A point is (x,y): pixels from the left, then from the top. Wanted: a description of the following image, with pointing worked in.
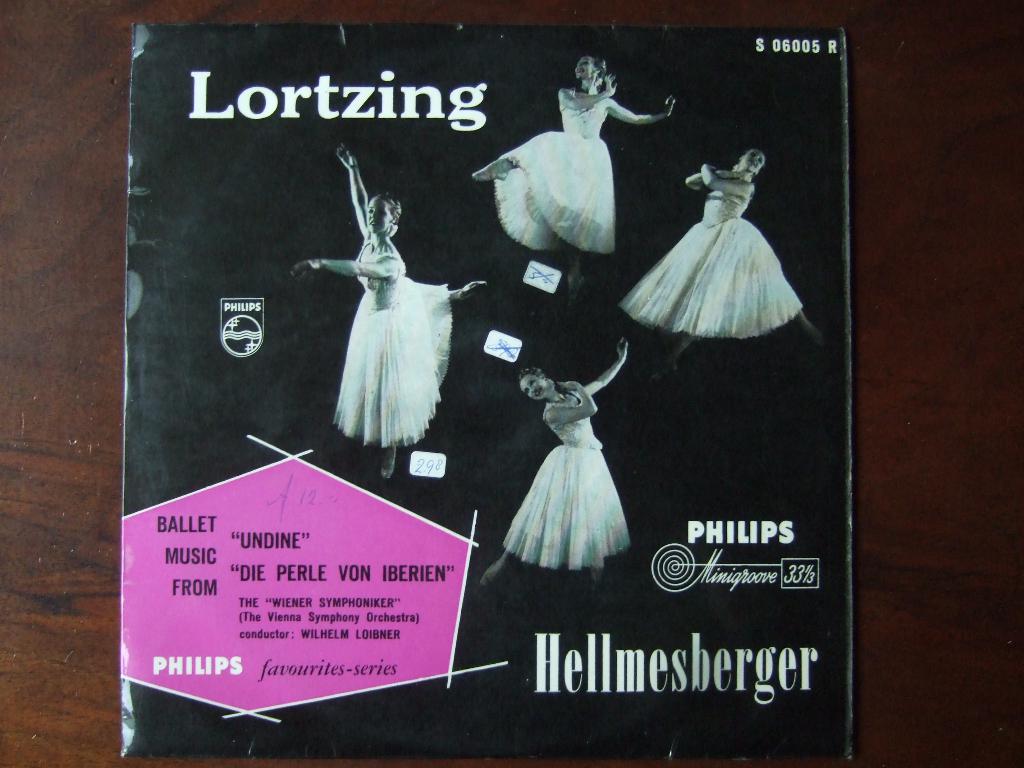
In this image I can see a black color card (302,271), on the card (496,278) I can see four persons (401,337) dancing wearing white color dress (419,430) and the card (162,399) is on the brown color surface (70,344).
